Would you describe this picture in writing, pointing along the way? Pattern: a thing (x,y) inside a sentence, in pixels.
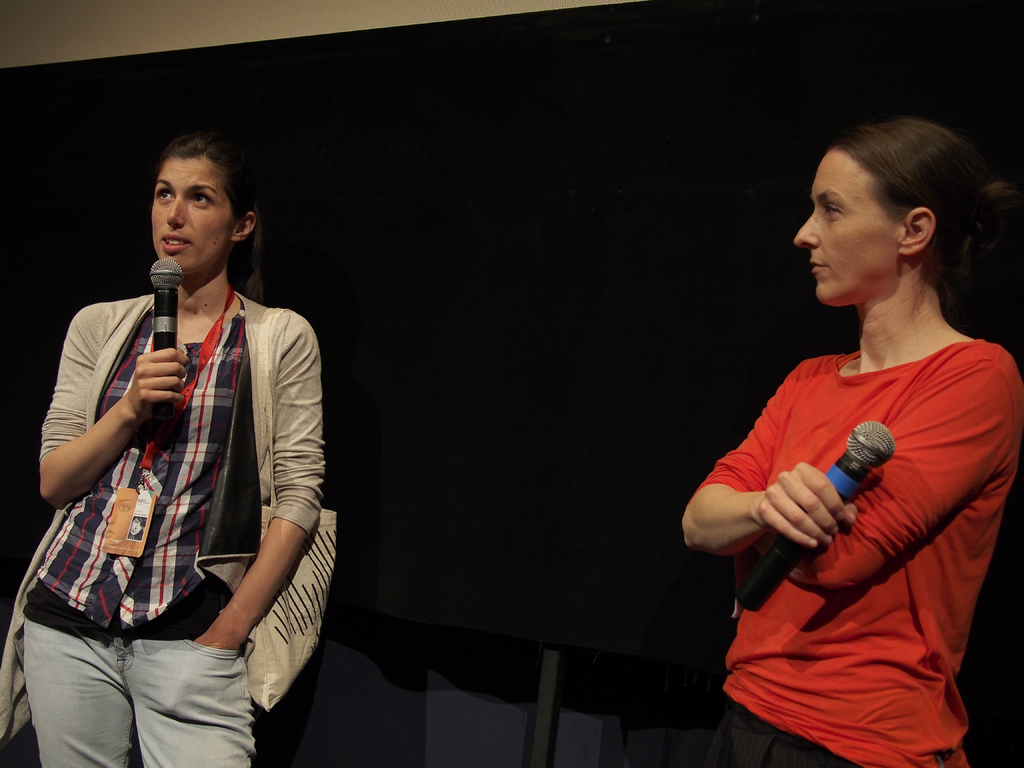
In this image there are 2 women (136,624) standing and holding a microphone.
